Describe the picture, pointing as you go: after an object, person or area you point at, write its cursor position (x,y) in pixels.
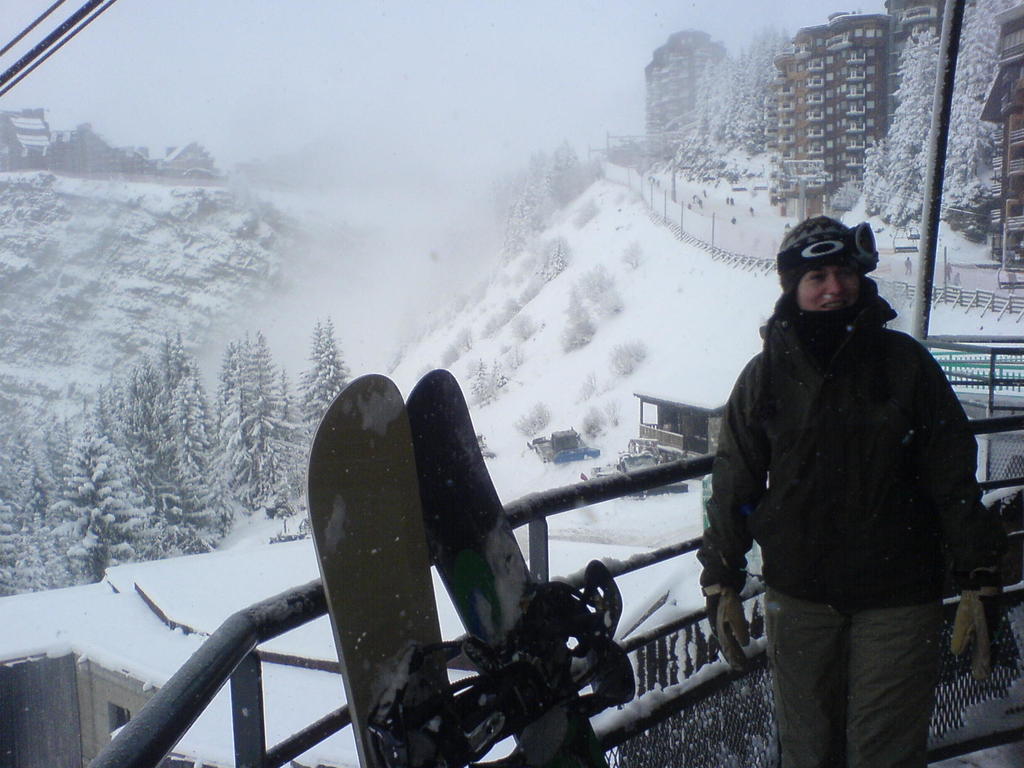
Here in this picture we can see a person (842,552) standing over the place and we can see she is wearing a jacket (813,441), gloves (711,613), goggles (856,253) and cap (810,237) on her and beside her we can see ski boards (444,549) present over there and behind her we can see railing (753,741) present all over there and behind her in the far we can see buildings (830,82) and trees (918,153) present all over there, covered with snow (978,67) and we can also see mountains (246,254) which are covered with plants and snow (474,320) all over there.
